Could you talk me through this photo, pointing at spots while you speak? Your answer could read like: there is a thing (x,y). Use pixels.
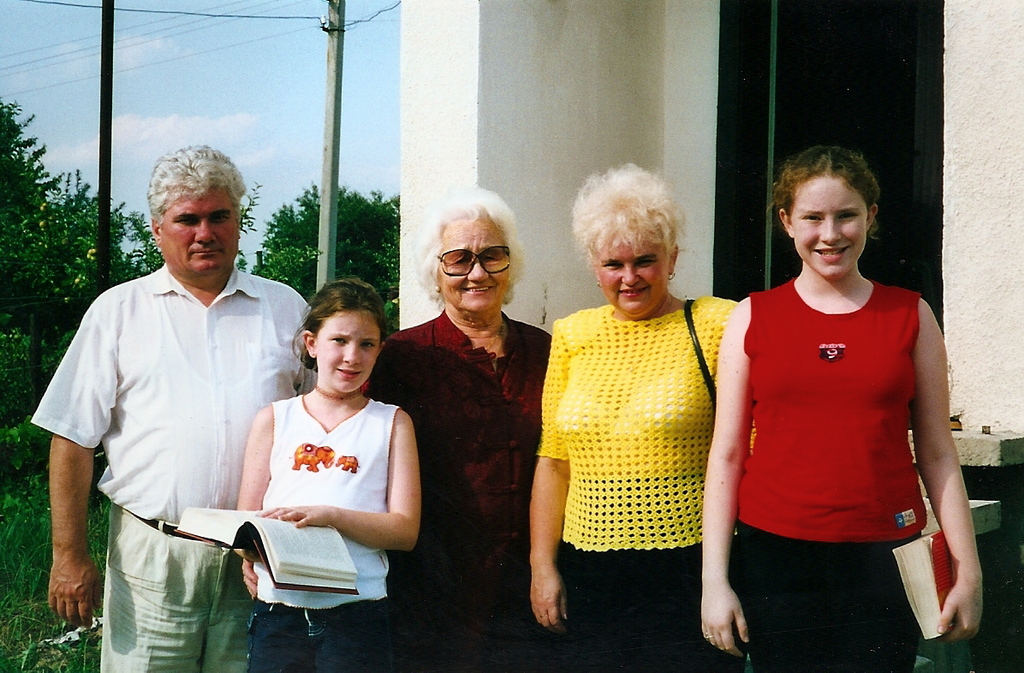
In this image there are people (569,527) standing, in the background (486,146) there is a house (509,177), poles (109,169), trees (73,235) and the sky (262,106).
